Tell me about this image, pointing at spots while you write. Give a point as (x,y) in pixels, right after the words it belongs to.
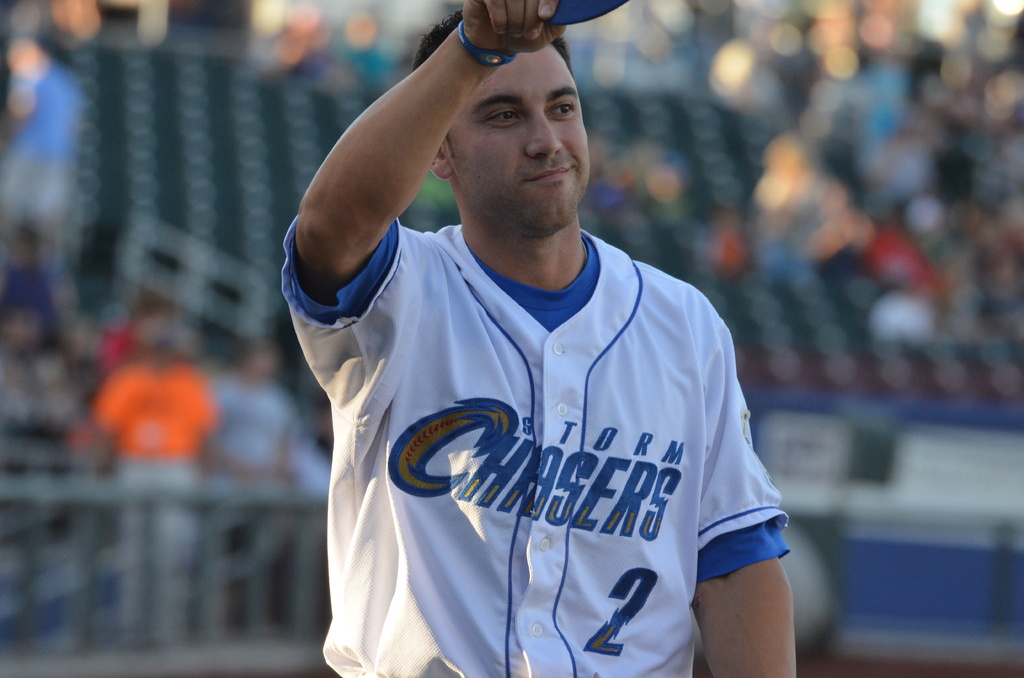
In this picture we can see a man (608,519) and in the background (304,556) we can see some people (990,48), some objects (861,536) and it is blurry.
